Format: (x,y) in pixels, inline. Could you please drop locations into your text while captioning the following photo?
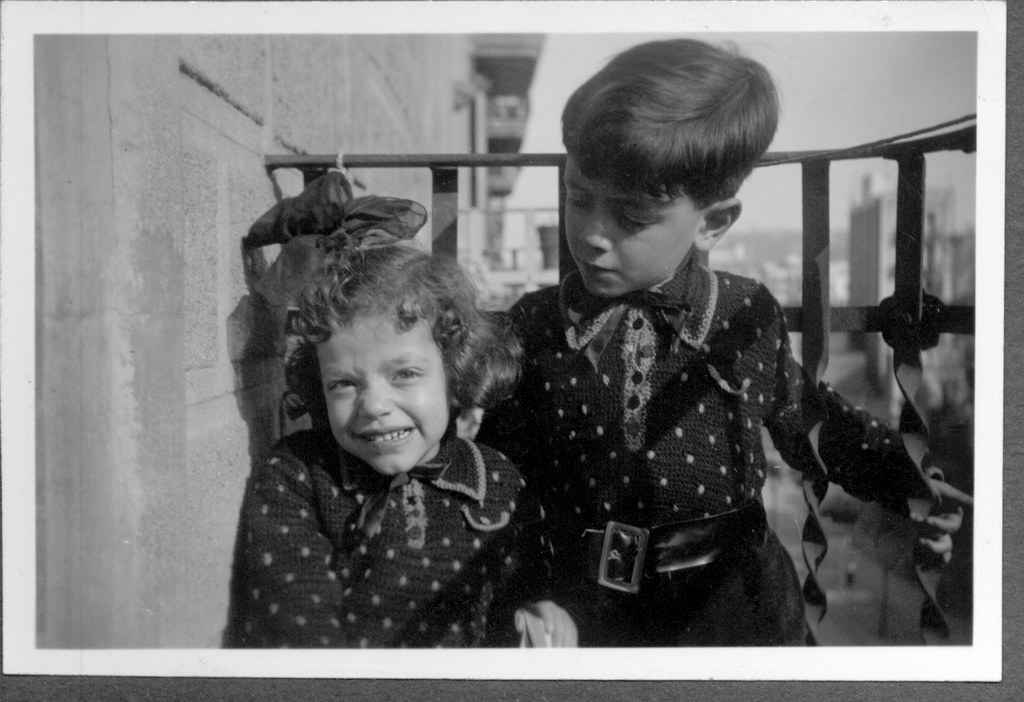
In this picture I can see there is a boy (559,570) and a girl (390,530) standing. The boy (552,531) is looking at the girl (322,410) standing at left (324,438) and there is a railing (815,188) at the right side (916,368). There is a wall (114,213) at the left side (78,246) and the backdrop (932,249) is blurred.
